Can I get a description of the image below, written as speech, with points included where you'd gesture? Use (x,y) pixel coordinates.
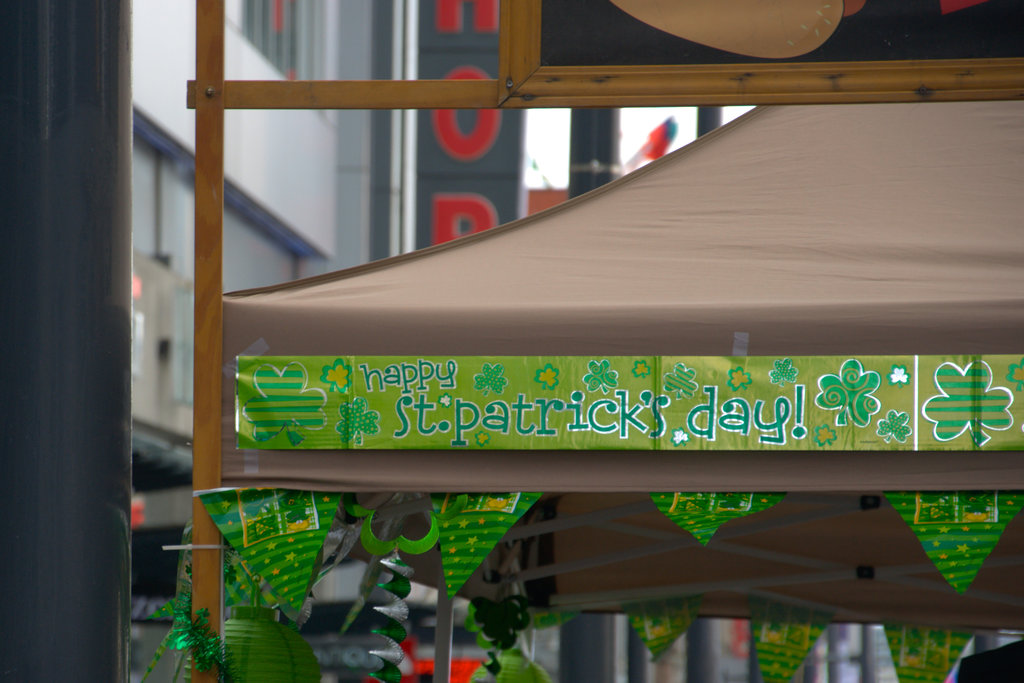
This image is taken outdoors. On the left side of the image (85,298) there is a pillar (122,209) and there is a building (148,275) with walls (276,157). On the right side of the image (725,288) there is a stall (869,239) with a tent (716,240). There is a board (660,42) and there is a banner (447,398) with a text (622,397) and a few images (964,401) on it. There are a few flags (325,535) and there are a few paper lamps (517,652). In the middle of the image (444,229) there is a board (456,142) with a text (451,145) on it.
